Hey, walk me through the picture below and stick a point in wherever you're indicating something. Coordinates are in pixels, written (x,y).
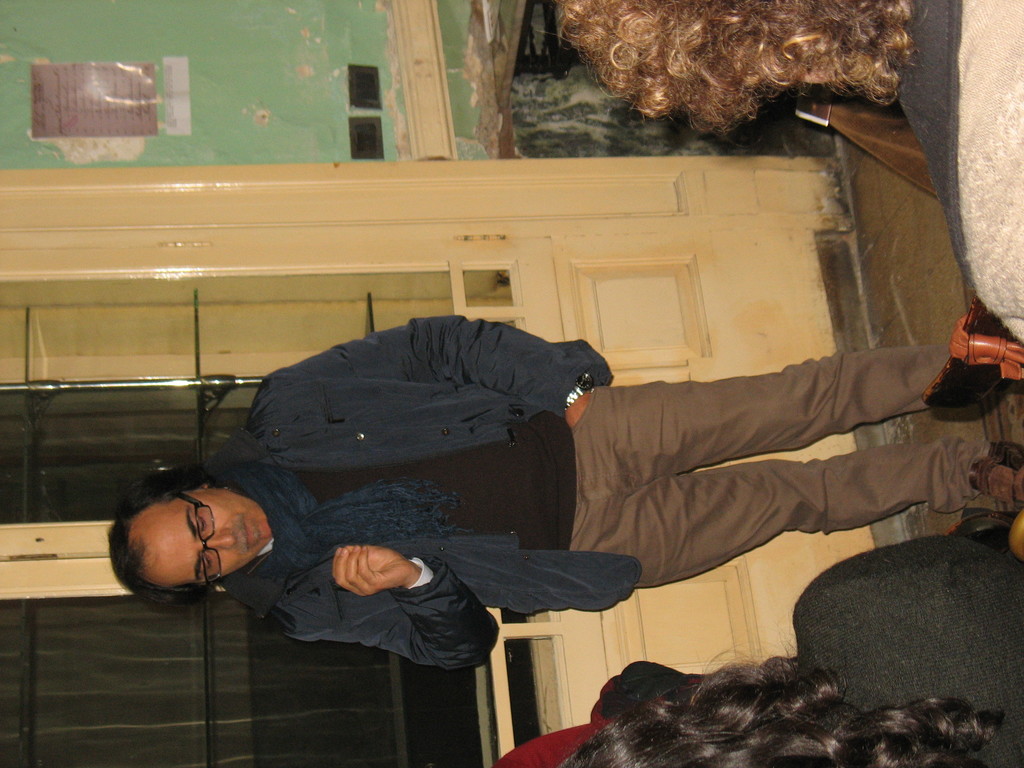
In this image we can see a person (383,418) wearing dark blue color jacket (414,402), scarf (307,513) and spectacles (216,558) is standing on the floor (880,284). Here we can see a few more people (907,589). In the background (31,284), we can see the glass windows (110,677) and the wall (324,137).
